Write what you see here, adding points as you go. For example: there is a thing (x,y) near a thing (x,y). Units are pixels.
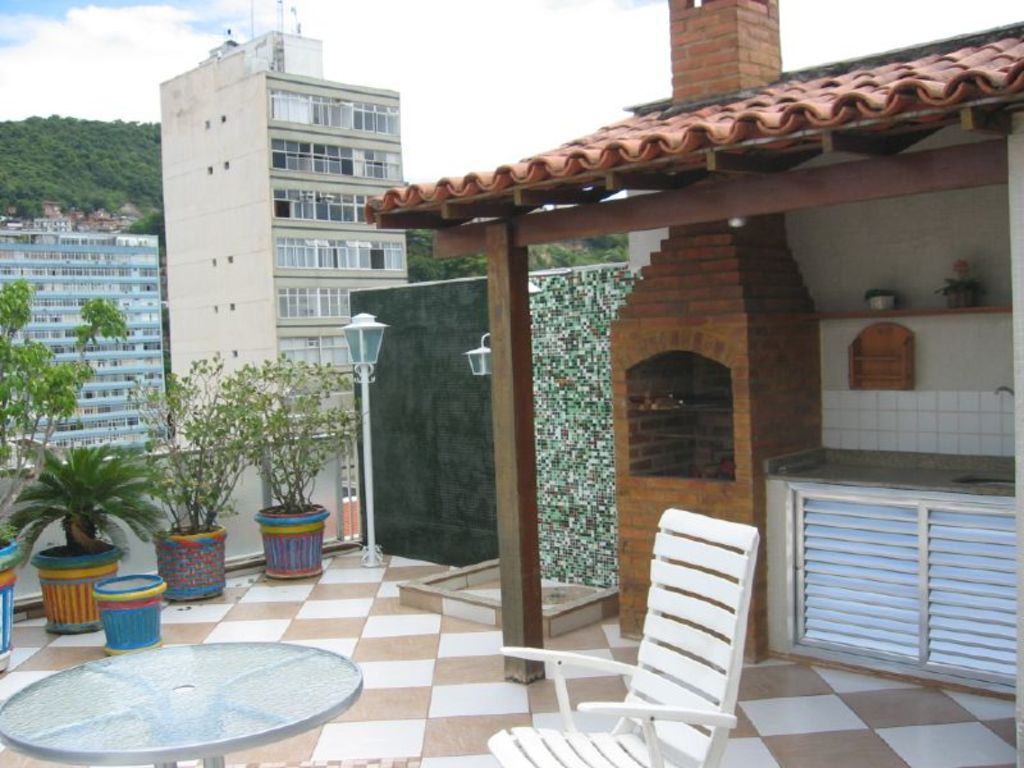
In this image we can see buildings (226,233), table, lamp (356,345), houseplants (291,533), chair (619,719), shed (900,617), sink (1001,481), tap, sky (199,36) with clouds (215,12) and hill (97,209).
